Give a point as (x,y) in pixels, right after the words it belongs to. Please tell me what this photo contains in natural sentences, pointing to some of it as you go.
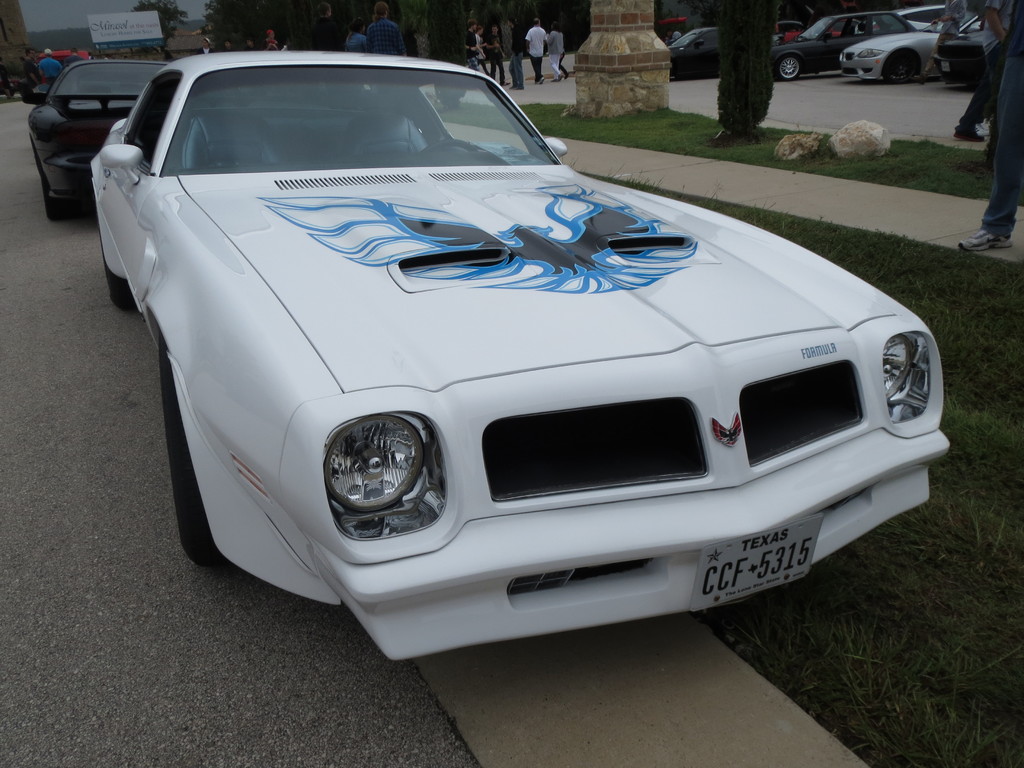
We can see cars (76,94) on the road (116,451) and we can see people (1015,86), grass (1013,317), plants (997,85), stones (789,139) and pillar (655,64). In the background (677,57) we can see people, cars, trees (453,1), board (102,17) and sky (93,0).
